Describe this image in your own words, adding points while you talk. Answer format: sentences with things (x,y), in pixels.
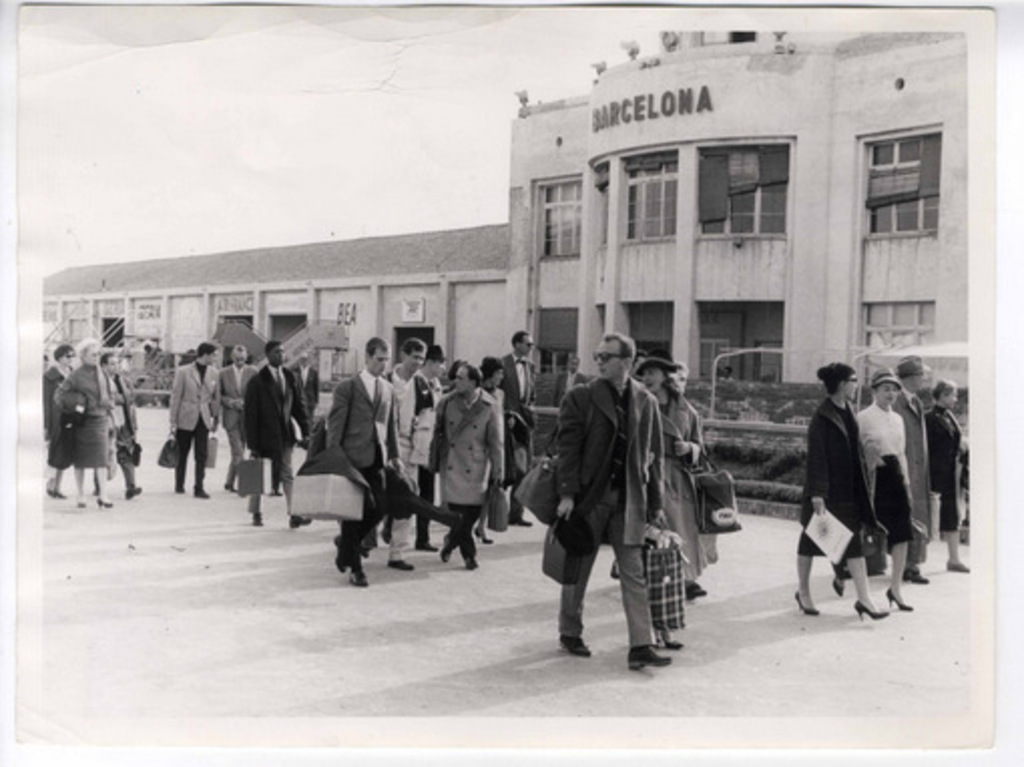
I see this is a black and white image and I see number of people (443,473) in which most of them are holding luggage (524,500) in their hands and I see the path (272,654). In the background (702,327) I see a building (525,243) on which there are few words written and it is white in the background (348,59).
